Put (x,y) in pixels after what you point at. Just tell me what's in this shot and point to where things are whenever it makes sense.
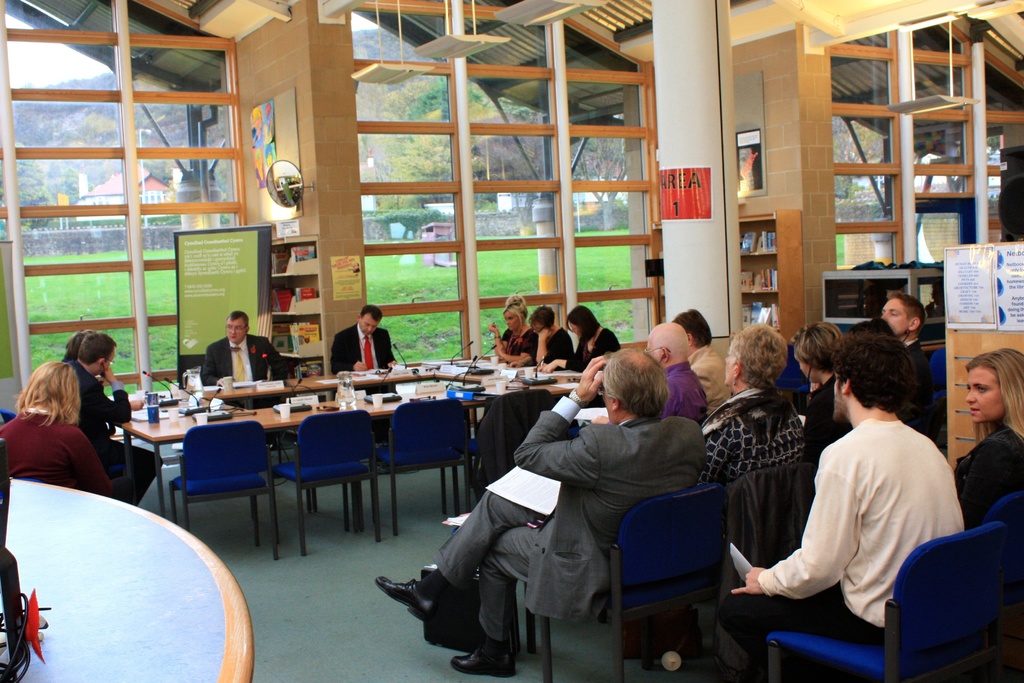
In this image there are few people (831,361) sitting on the chair (991,519) at the right side of the image (982,474) and few people (247,370) are sitting before a table (173,408). having cup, microphones (207,405) on it. At the left side (36,677) there is a table (33,529). There are two racks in the room (479,331) having books (763,322) in it and at the background of the image (533,288) there is a window (584,254) from which grassy land (71,318), houses (499,199) and some trees (406,145) and sky (47,84) are visible.
